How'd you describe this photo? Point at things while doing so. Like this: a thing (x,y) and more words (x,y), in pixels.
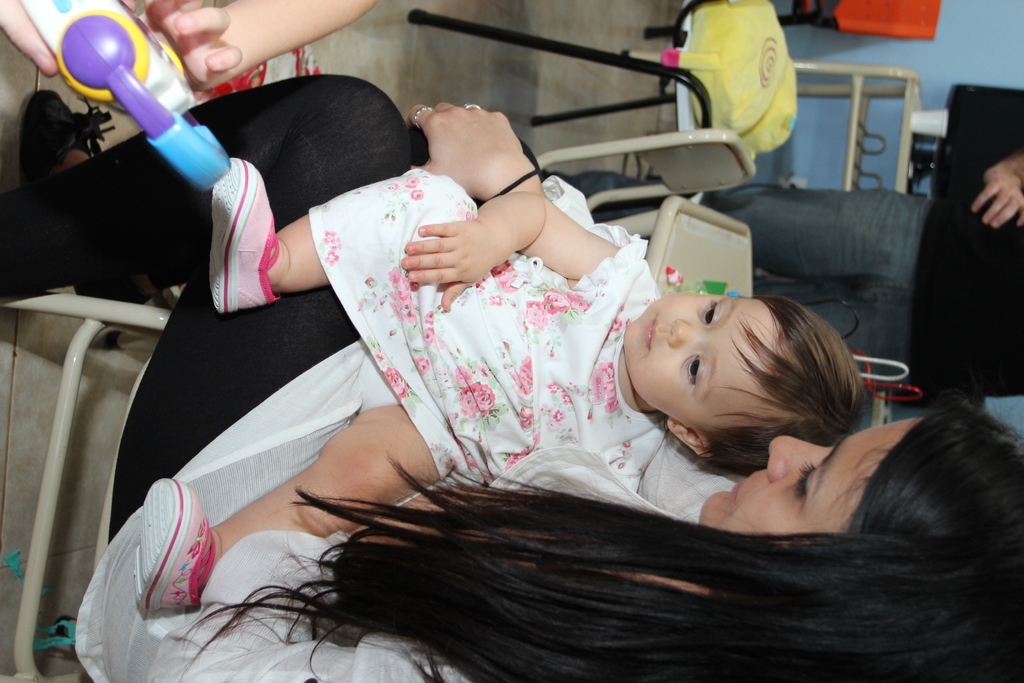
In this picture we can see a woman (392,526) is sitting and holding a baby (530,361). On the right side of the image (827,271) there is a person (855,246) and there is a television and a cup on the table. At the top of the image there is an object (718,48) on the chair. At the top left corner of the image (267,22), there is a hand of a person (214,16) and a toy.
